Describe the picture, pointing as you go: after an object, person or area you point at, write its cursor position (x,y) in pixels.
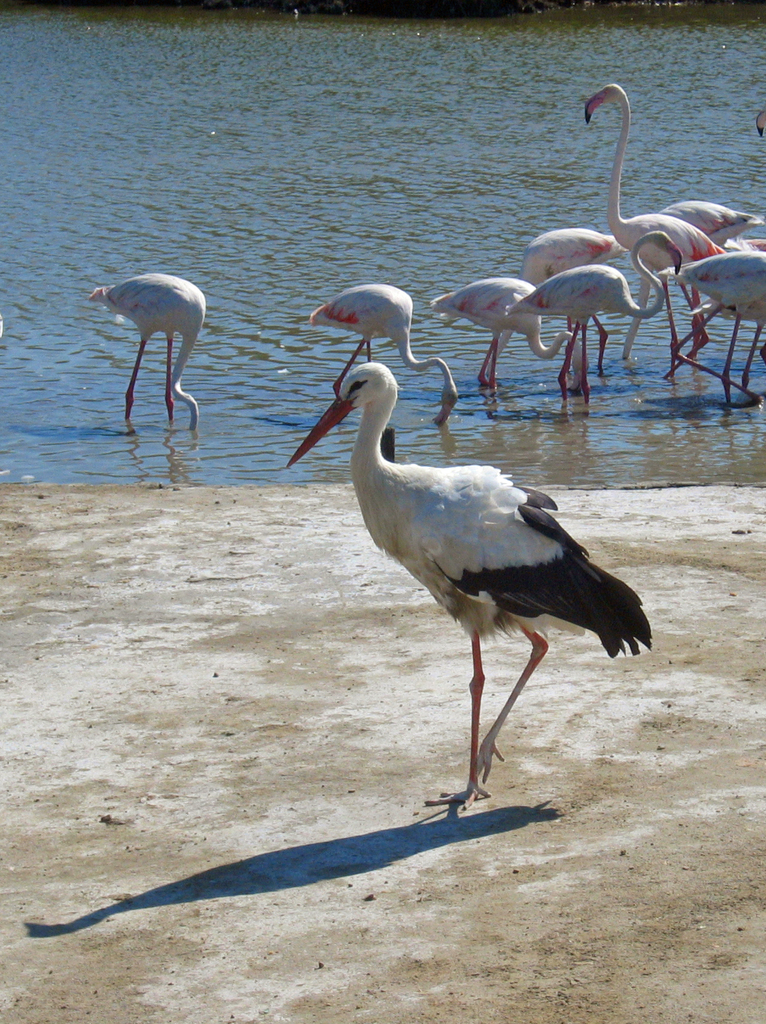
In this image we can see a bird (501,517) is walking on the ground (411,651) and we can see the shadow (331,859). In the background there are birds (722,245) partially in the water (377,281).
